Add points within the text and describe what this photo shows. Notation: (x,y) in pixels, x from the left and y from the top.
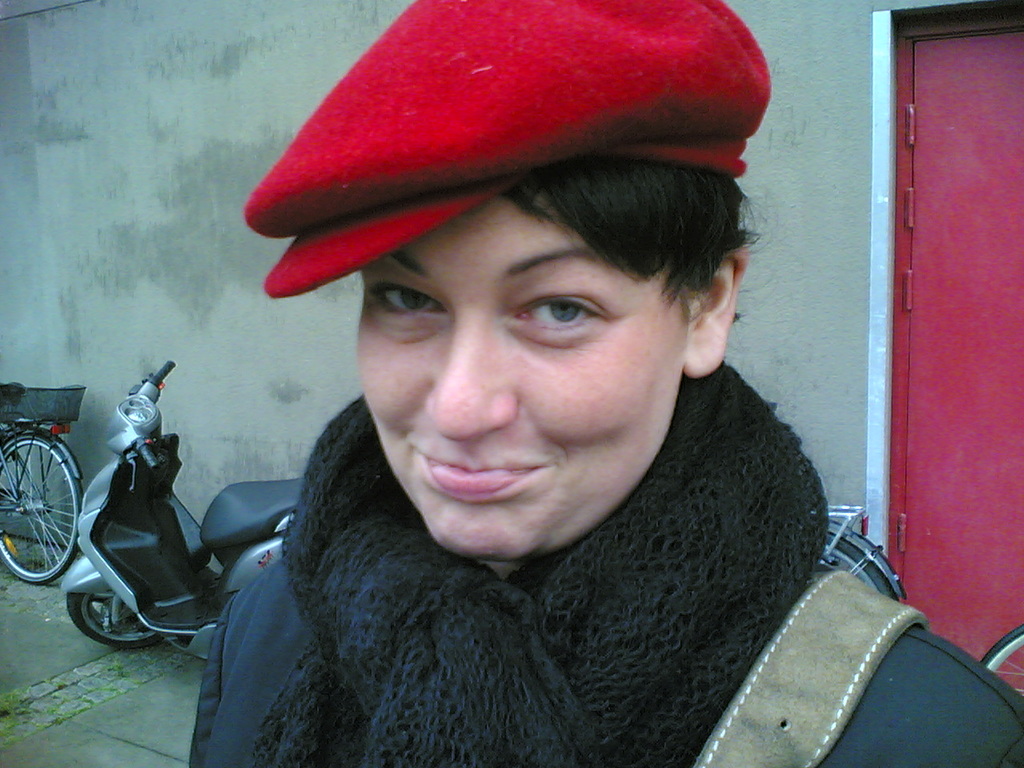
In this image there is a woman (456,413) wearing a hat (534,156) is having a smile on her face (459,373), behind the woman (472,309) there are two cycles (73,489) and a scooter (166,532), behind the vehicles (170,456) there is a wall (255,175), beside the wall (214,153) there is a door (971,278).
